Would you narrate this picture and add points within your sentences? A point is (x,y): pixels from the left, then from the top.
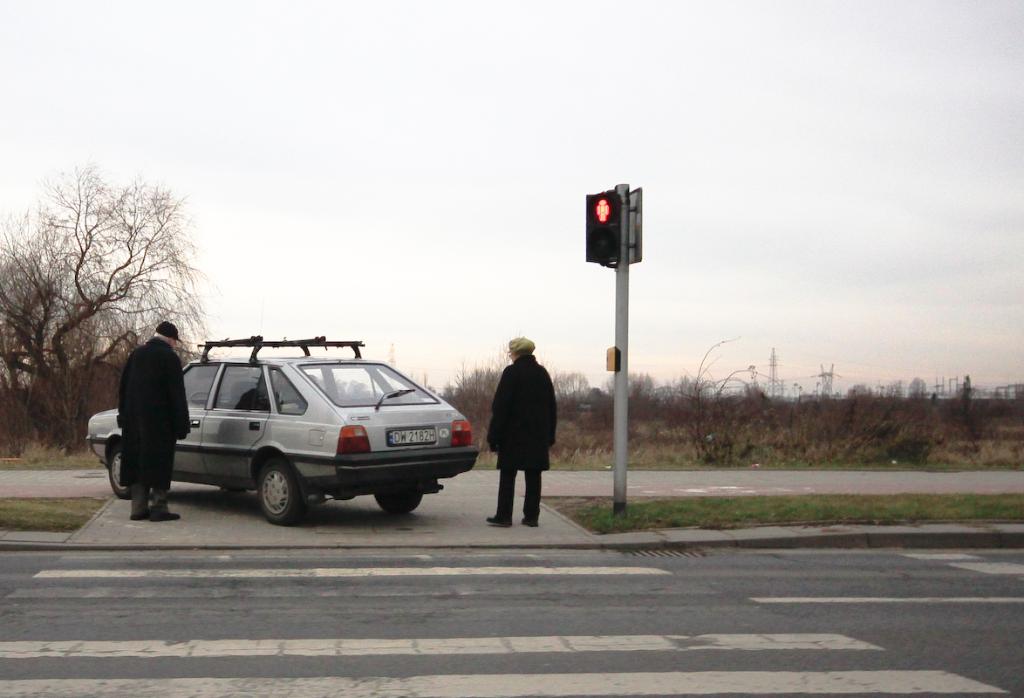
In this image there are two persons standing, vehicle (311,486), signal lights (612,218) attached to the pole (619,384), and in the background (613,384) there are plants (770,417), trees (684,409), cell towers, sky (904,230).
